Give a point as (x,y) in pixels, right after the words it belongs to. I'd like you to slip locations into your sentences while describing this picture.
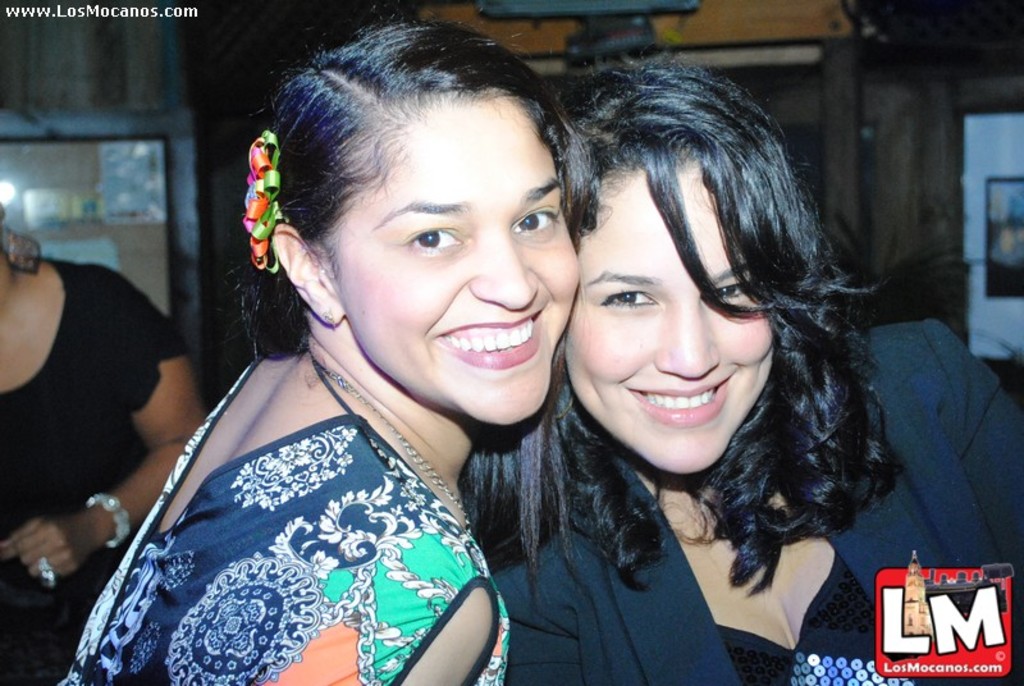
In this image we can see women (549,371) smiling. In the background (75,502) there are objects (71,204) arranged in the cupboards (106,135) and a woman (51,399).
